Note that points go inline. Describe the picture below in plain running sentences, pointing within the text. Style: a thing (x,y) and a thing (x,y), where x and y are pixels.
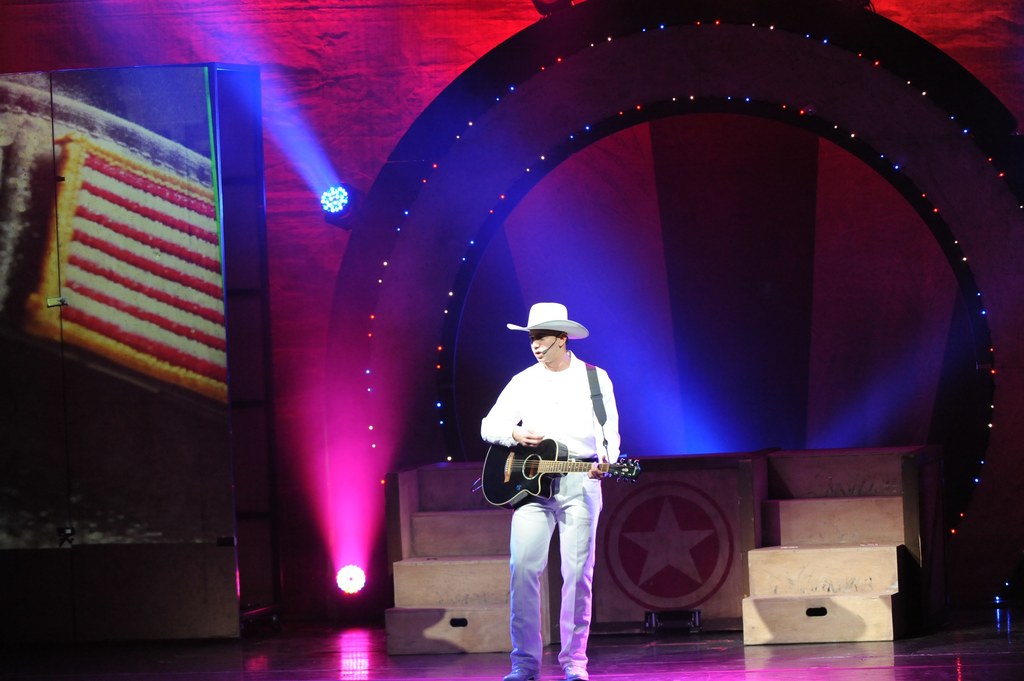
It is looking like a stage (553,668). Here I can see a man (566,521) standing and playing the guitar (509,493). he is wearing white color shirt (555,398) and cap (548,312) on his head (539,331). In the background (323,210) there are few lights (335,213).
